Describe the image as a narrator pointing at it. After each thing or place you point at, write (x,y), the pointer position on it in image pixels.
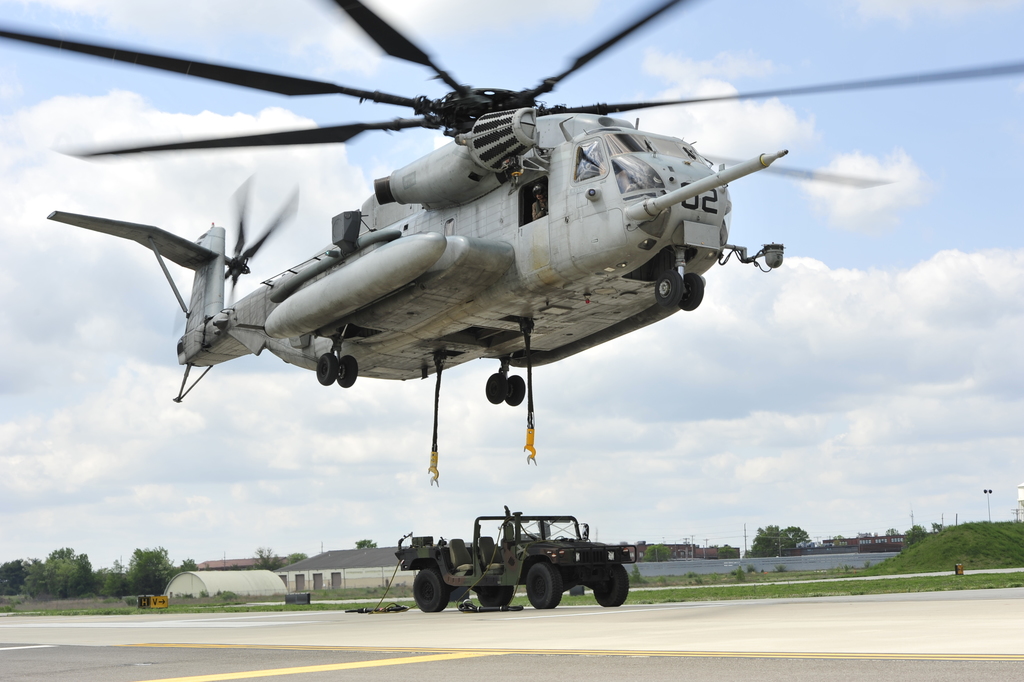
In this image I can see an aircraft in white color, background (312,543) I can see the vehicle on the road (145,672), buildings (300,575) in cream color, trees (145,578) in green color and sky (142,339) in white and blue color.
